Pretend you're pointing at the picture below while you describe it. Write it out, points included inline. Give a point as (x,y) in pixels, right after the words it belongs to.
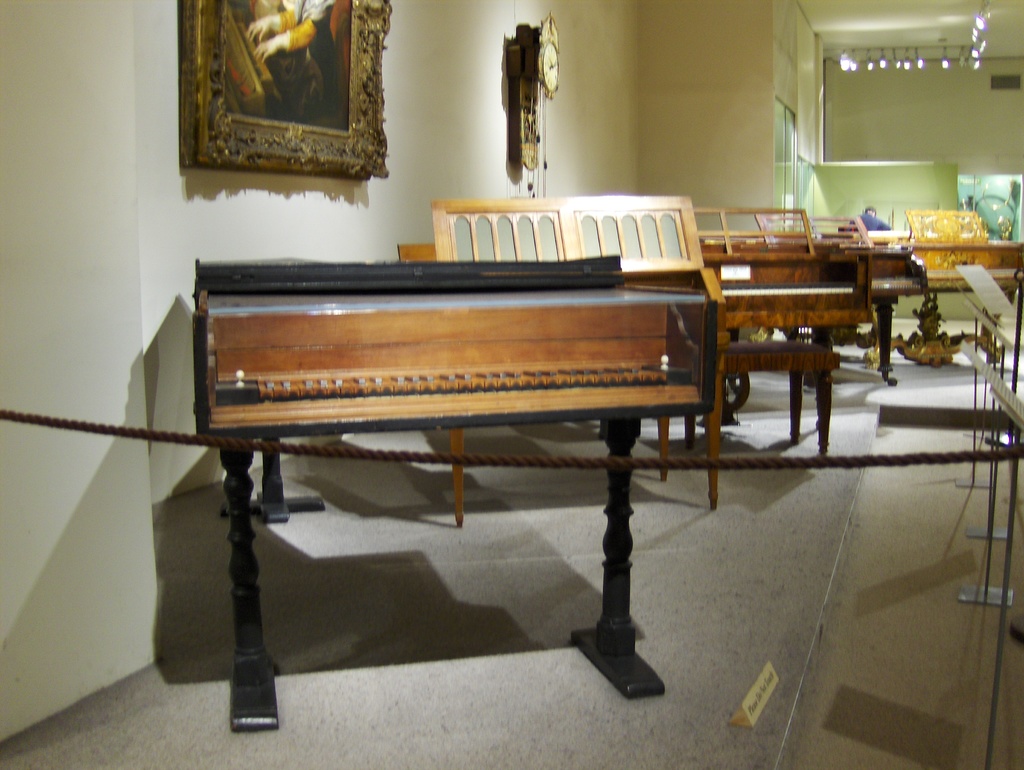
This picture shows a furniture (437,384) made up of wood (509,312) in this room (736,335), behind this rope (941,461). There is a photo frame (286,106) attached to the wall (434,107) and a wall clock (534,112) too. In the background (854,71) there are some lights (973,60).
